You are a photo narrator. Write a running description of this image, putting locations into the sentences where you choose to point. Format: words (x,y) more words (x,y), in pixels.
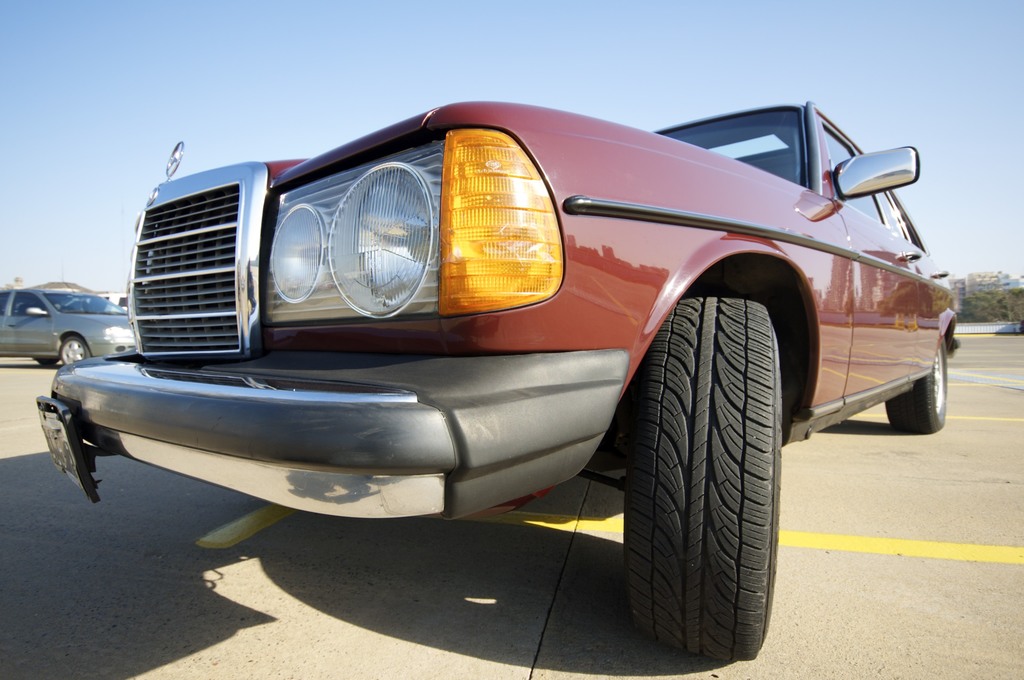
In the image we can see there are cars (525,421) parked on the road (366,647) and behind there are trees (1021,310). There is a clear sky (708,38).
